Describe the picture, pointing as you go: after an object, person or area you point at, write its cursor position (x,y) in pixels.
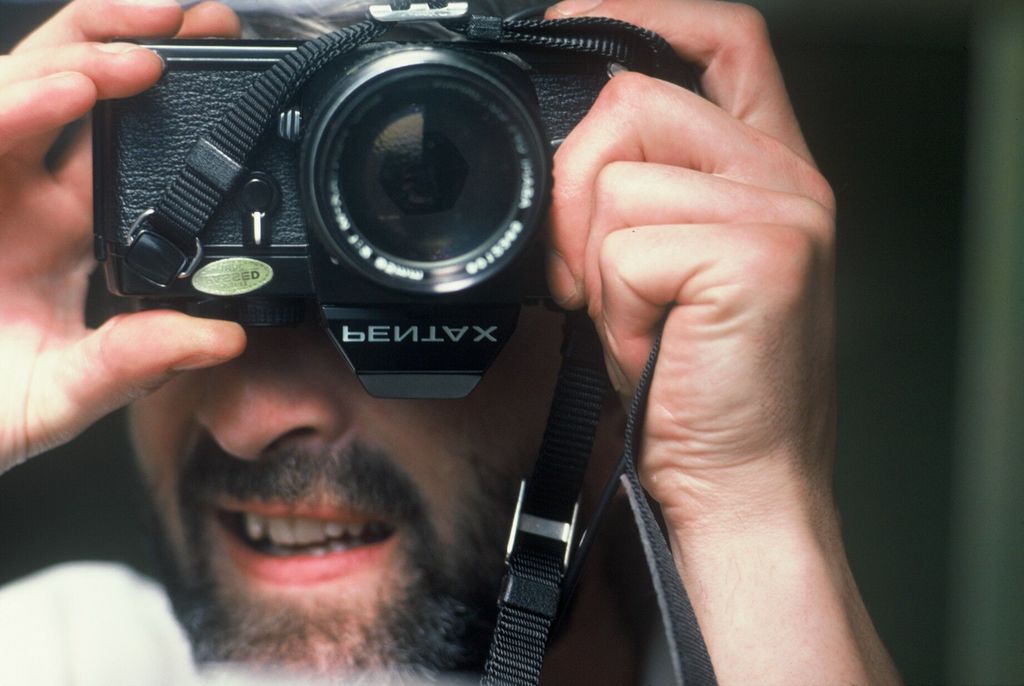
In this picture, we see a man (270,446) holding camera (558,84) in his hands (602,144). On this camera (442,360), some text (360,328) is written on it.
